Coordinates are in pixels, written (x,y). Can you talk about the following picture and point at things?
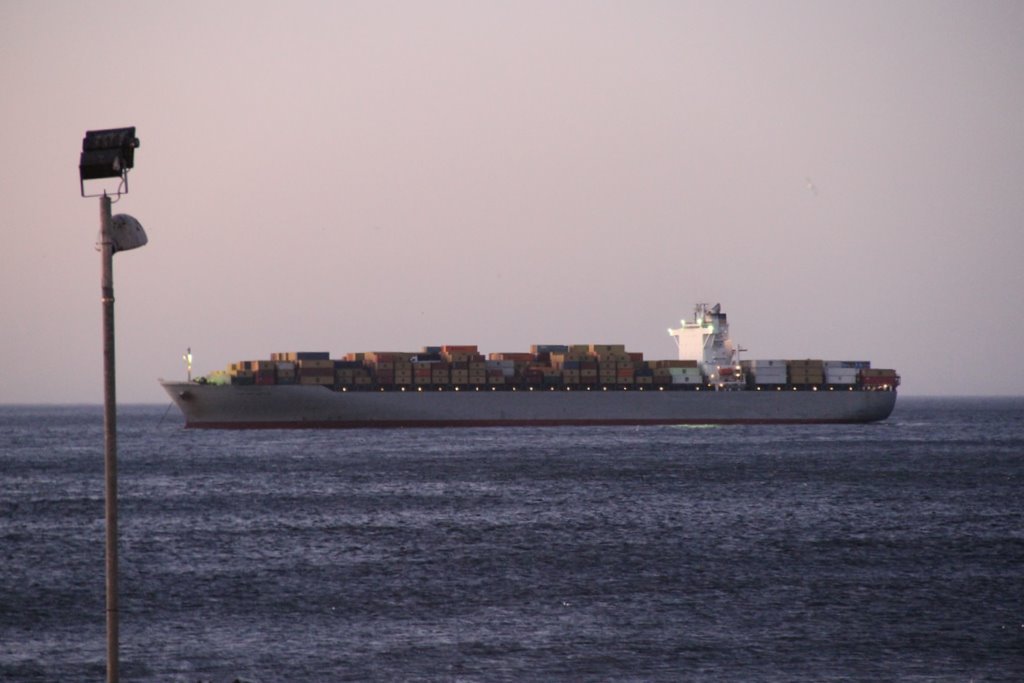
In this image I can see the boat (481,398) with many containers (579,375). I can see the boat (449,386) is on the water (554,442). To the left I can see the pole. In the background (11,333) I can see the sky (548,217).
